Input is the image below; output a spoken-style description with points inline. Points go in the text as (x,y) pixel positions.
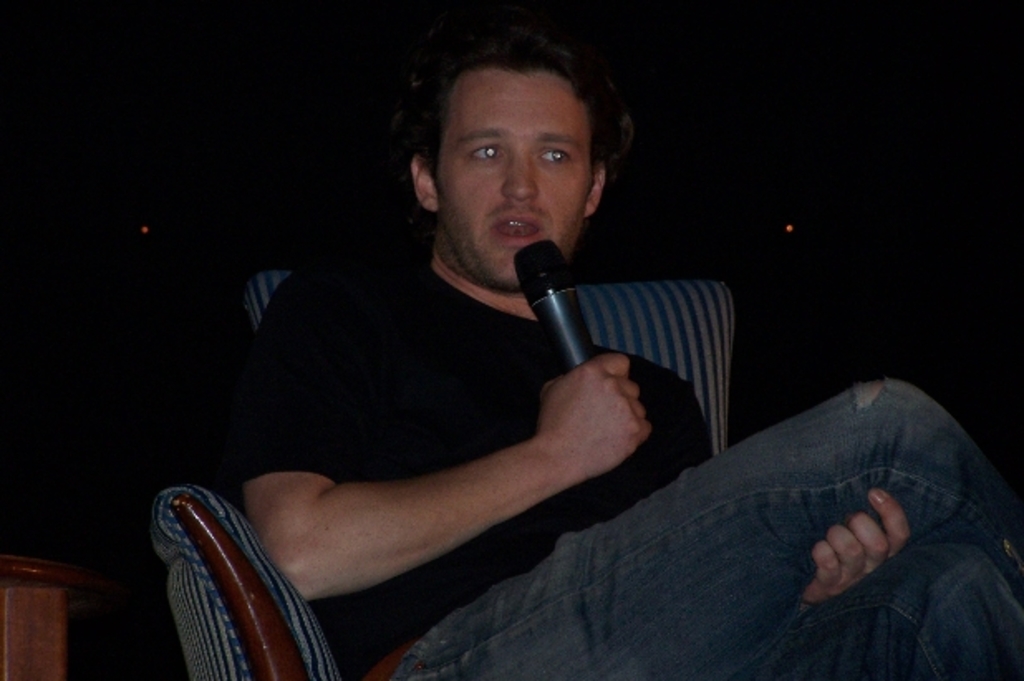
In the picture we can see a man (483,274) sitting on the chair (682,320) and holding a microphone (552,299), he is wearing a black T-shirt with blue jeans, in the background (211,415) there is a dark in color.
